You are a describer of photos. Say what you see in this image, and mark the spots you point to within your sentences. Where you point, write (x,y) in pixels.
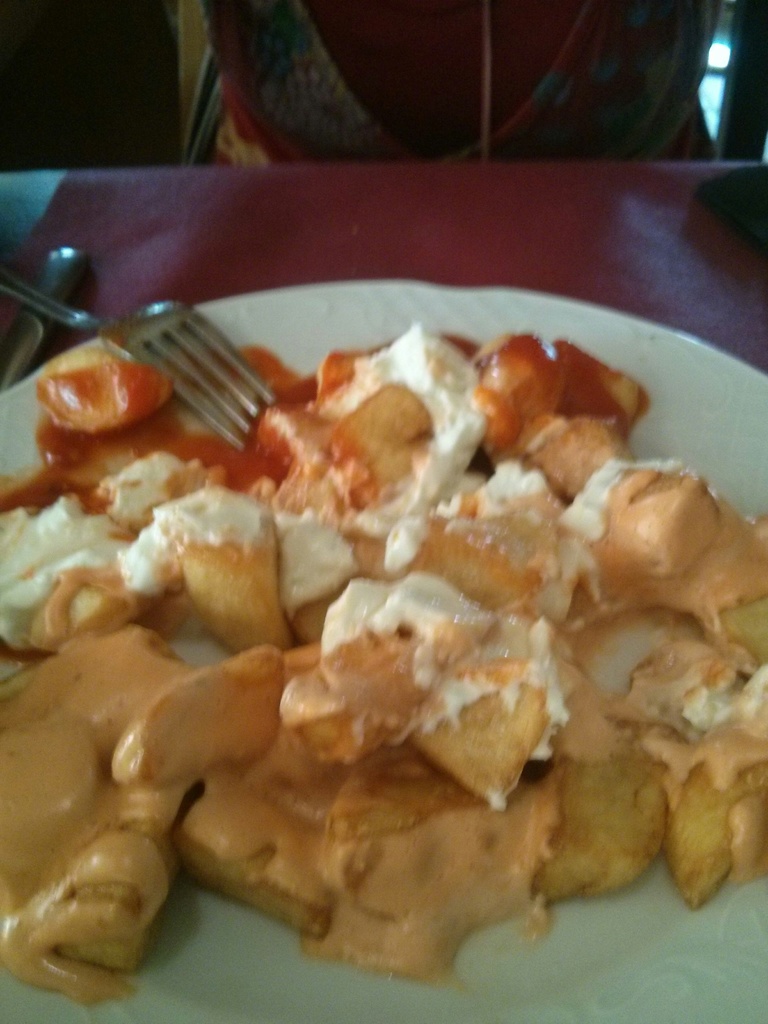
In this image we can see a plate (253,624) with some food (206,622) and a fork (133,352), also we can see an object (63,286) on the table (313,227).
